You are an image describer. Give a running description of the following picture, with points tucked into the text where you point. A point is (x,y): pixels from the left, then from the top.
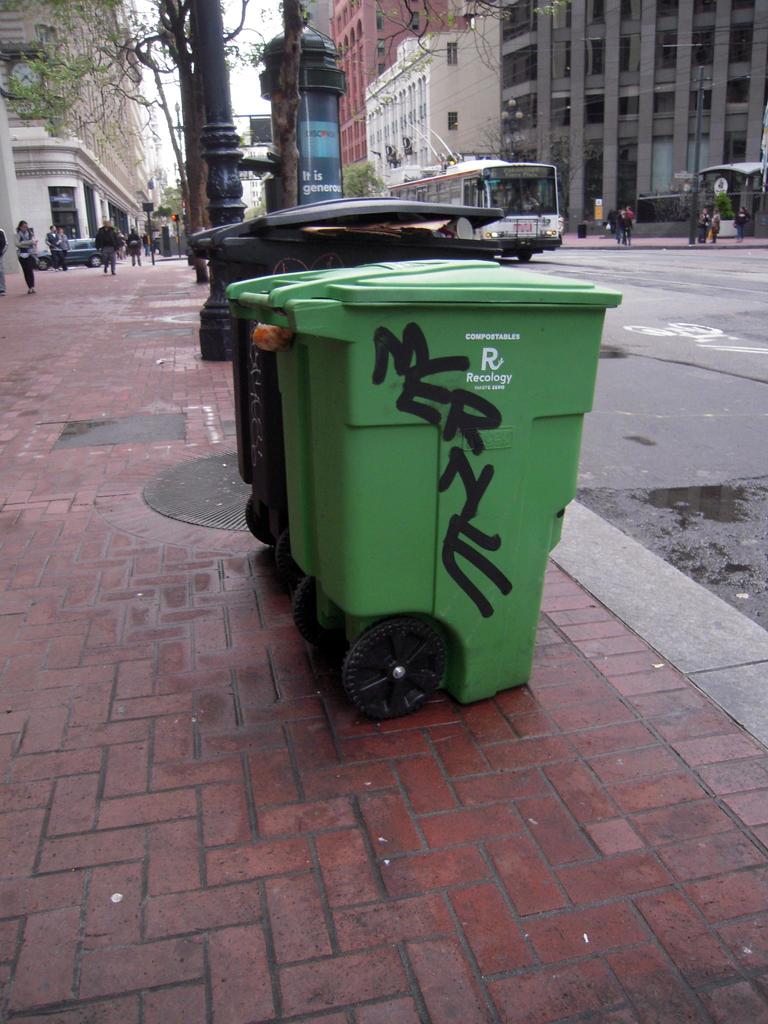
At the center of the image (479,401) there are two dustbins (396,420). On the right side of the image (521,235) there is a moving bus (540,219) on the road (653,284) and some people (625,215) are walking on the pavements (158,668) on the either sides of the road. On the right (575,212) and left side of the image (111,78) there are buildings (388,101). In the pavements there are some poles (205,341).
